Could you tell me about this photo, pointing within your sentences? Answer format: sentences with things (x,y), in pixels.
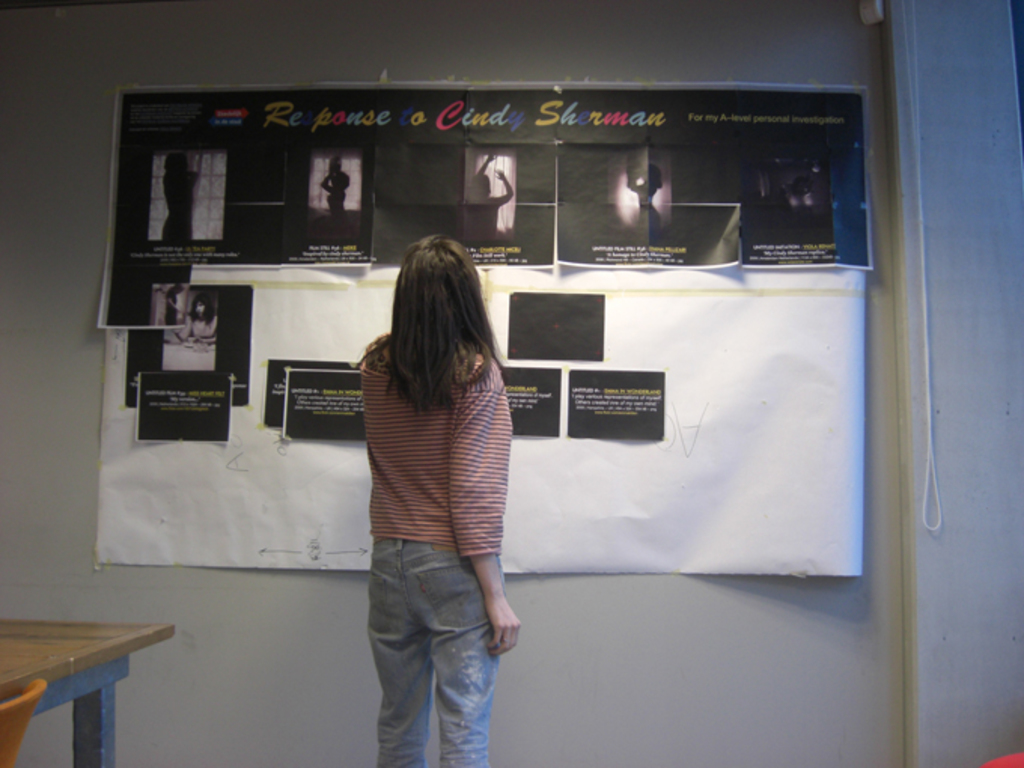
A banner (556,179) with posters (559,228) on wall (543,37). In-front of this banner (510,185) a woman (457,372) is standing. We can able to see a table (75,658) and chair (21,702).
